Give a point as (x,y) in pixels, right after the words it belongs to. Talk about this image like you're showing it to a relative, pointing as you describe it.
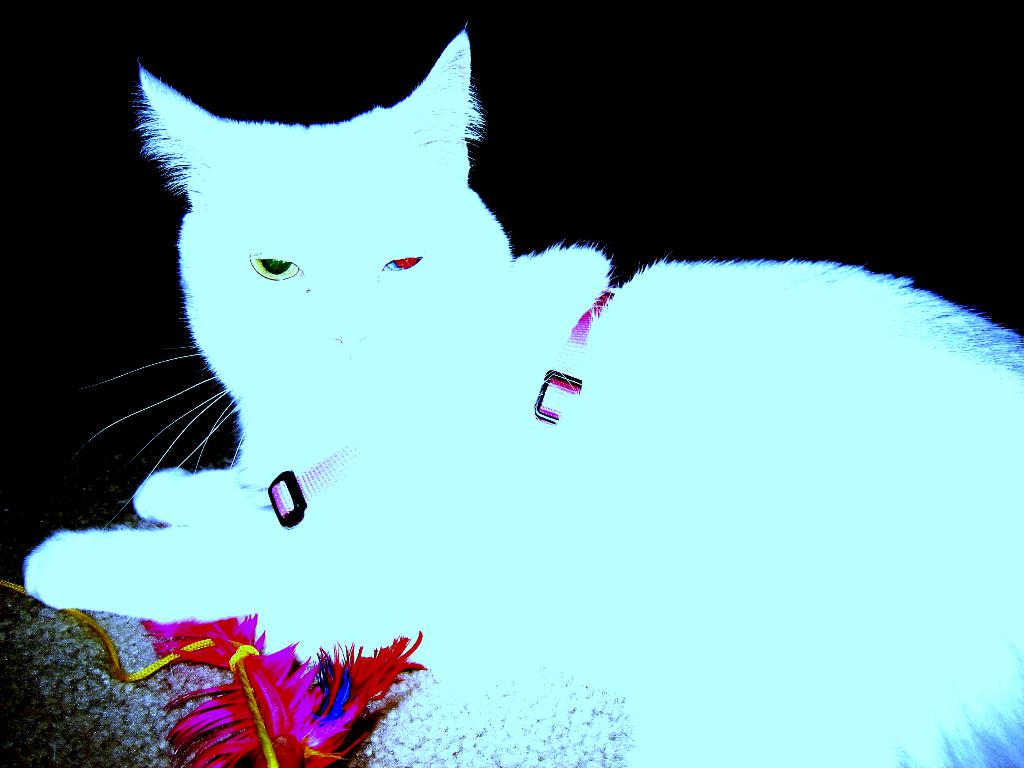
In this picture there is a cat (775,285) in the center of the image (637,344).
